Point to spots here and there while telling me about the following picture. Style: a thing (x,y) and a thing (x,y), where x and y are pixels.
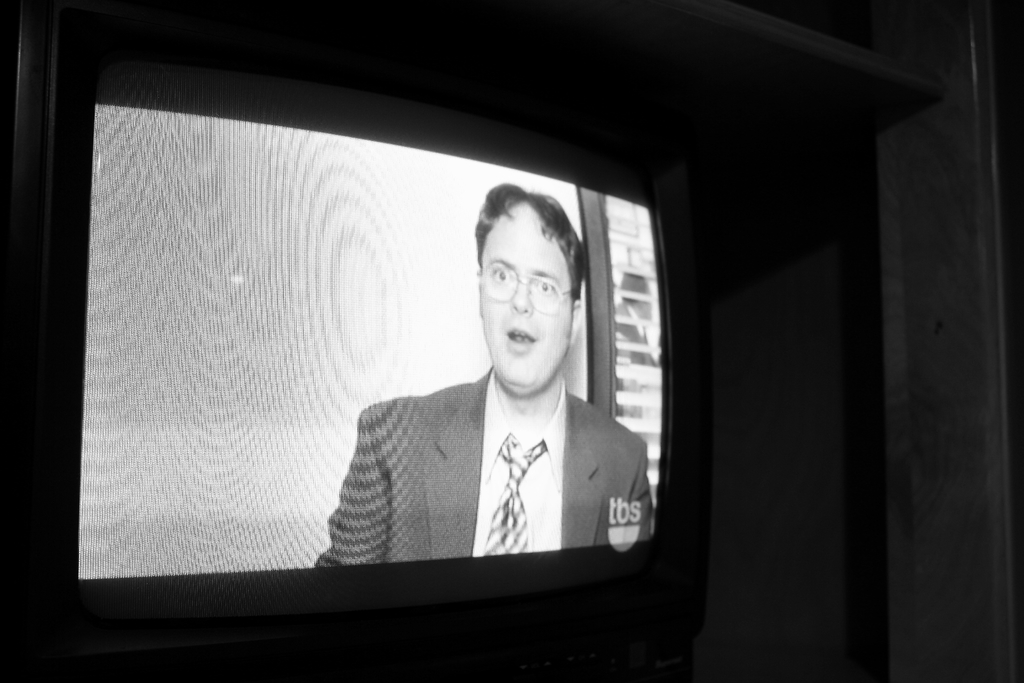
In this image we can see a display screen (448,347) of the television (536,347).
